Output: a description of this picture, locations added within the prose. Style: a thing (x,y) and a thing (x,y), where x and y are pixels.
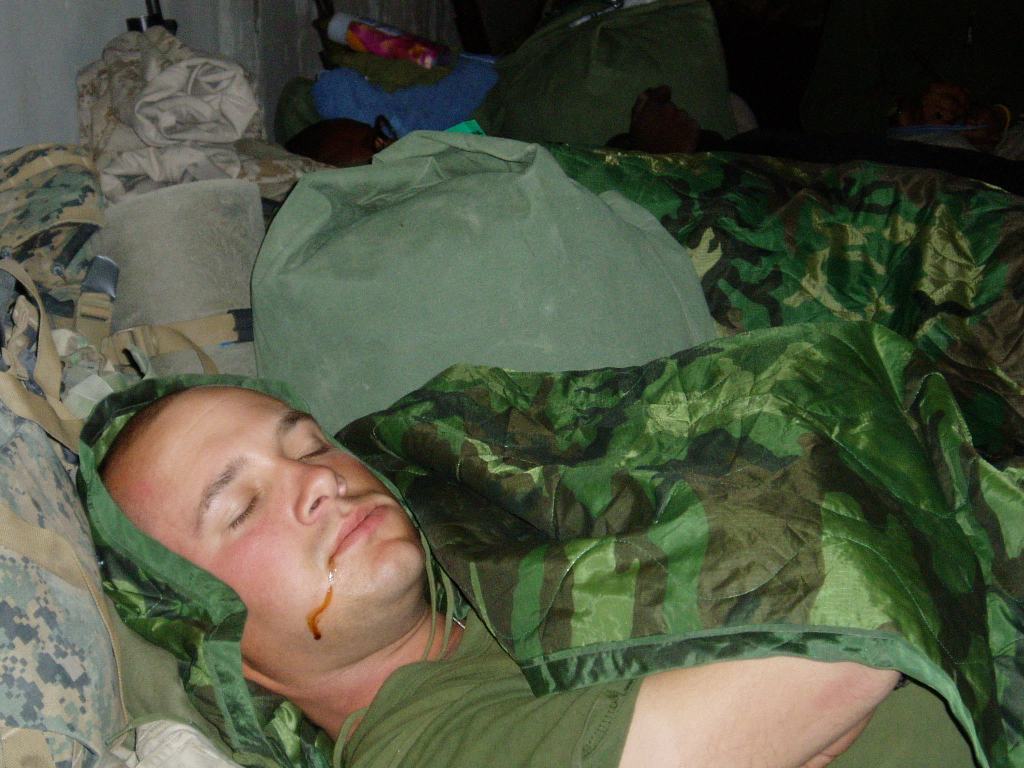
In this image there is a man (313,561) sleeping, there is a blanket (626,542), there is a bag (36,455) towards the left of the image (53,495), there are clothes (178,141), there is an object (366,41) on the cloth (393,67), there is the wall (236,23) towards the top of the image (237,22).
